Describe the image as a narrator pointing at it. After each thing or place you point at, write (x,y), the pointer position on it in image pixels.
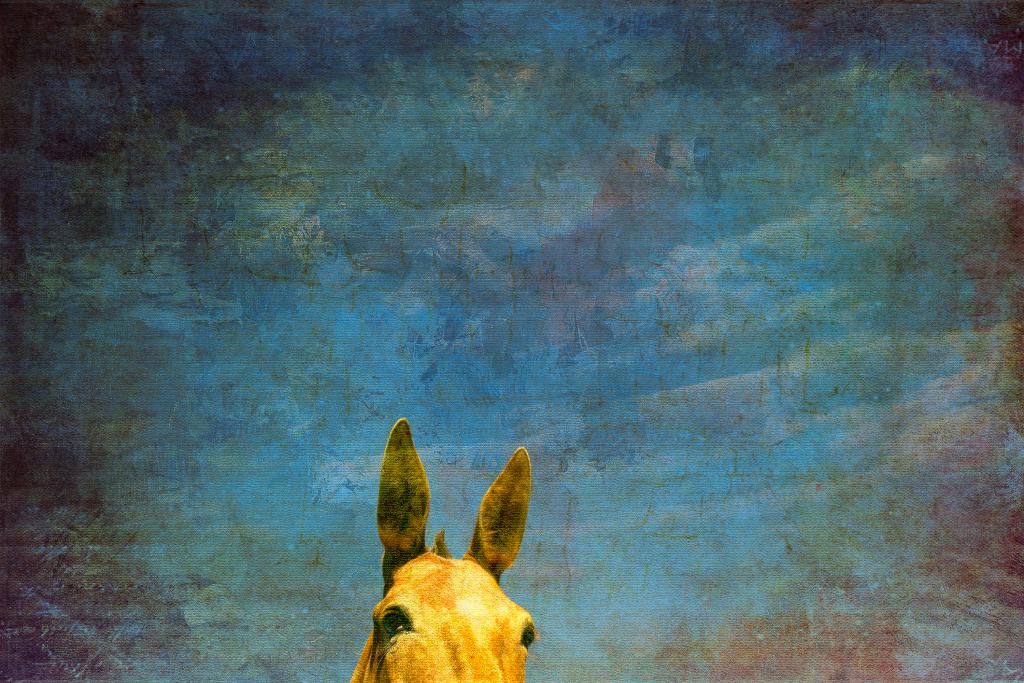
At the bottom of the image (439,628) we can see the only head part (407,586) of the horse (460,604).
